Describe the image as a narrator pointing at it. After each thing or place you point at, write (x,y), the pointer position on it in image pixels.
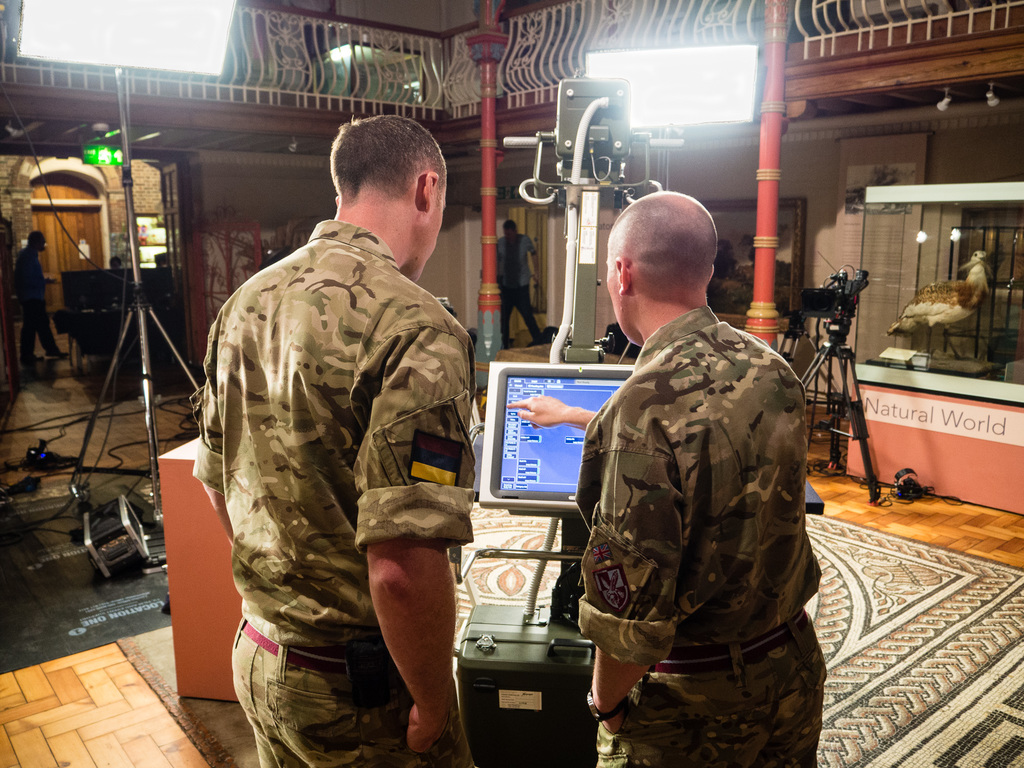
in this image I can see two people (591,563) standing and wearing the military uniforms (452,533). In-front of these people (632,441) I can see the screen (512,420). In the background (195,351) I can see few more people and some objects (775,348). These people (295,274) are standing inside the house (437,124). To the side I can see the bird (932,327) which is in white and brown color. I can also see the lights (723,52) in the back (222,16).
